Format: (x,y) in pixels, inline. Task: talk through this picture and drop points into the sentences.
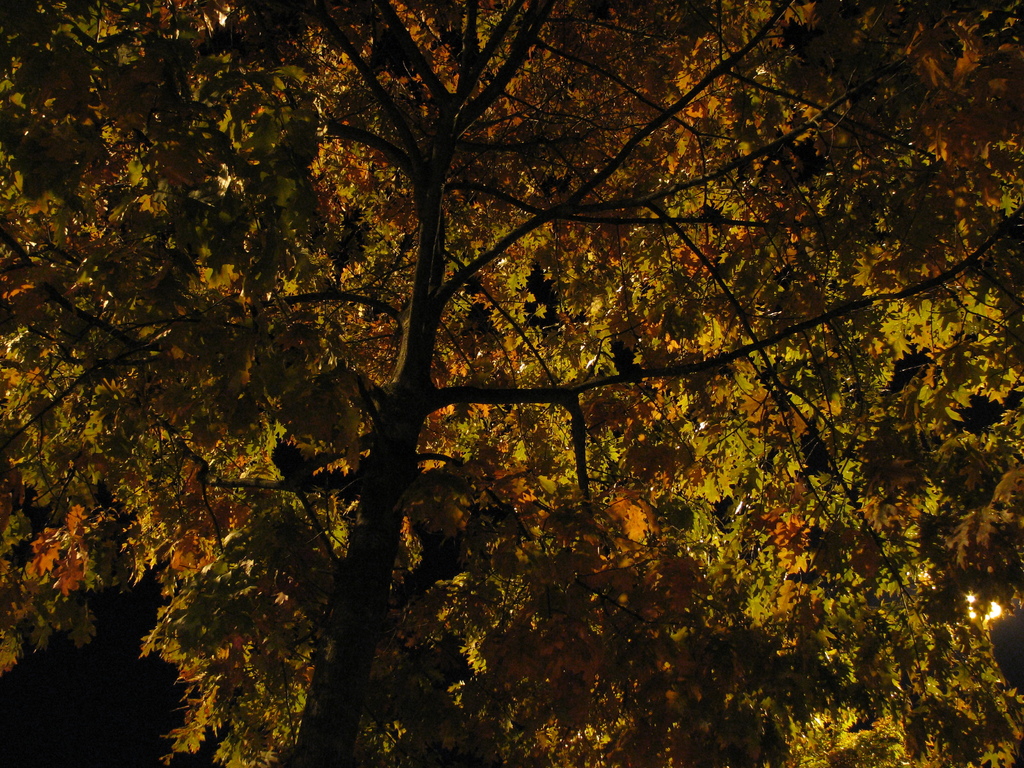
The picture consists of trees (868,587). On the right (975,602) we can see the light (998,604). The picture is taken during night time, because it is dark.
